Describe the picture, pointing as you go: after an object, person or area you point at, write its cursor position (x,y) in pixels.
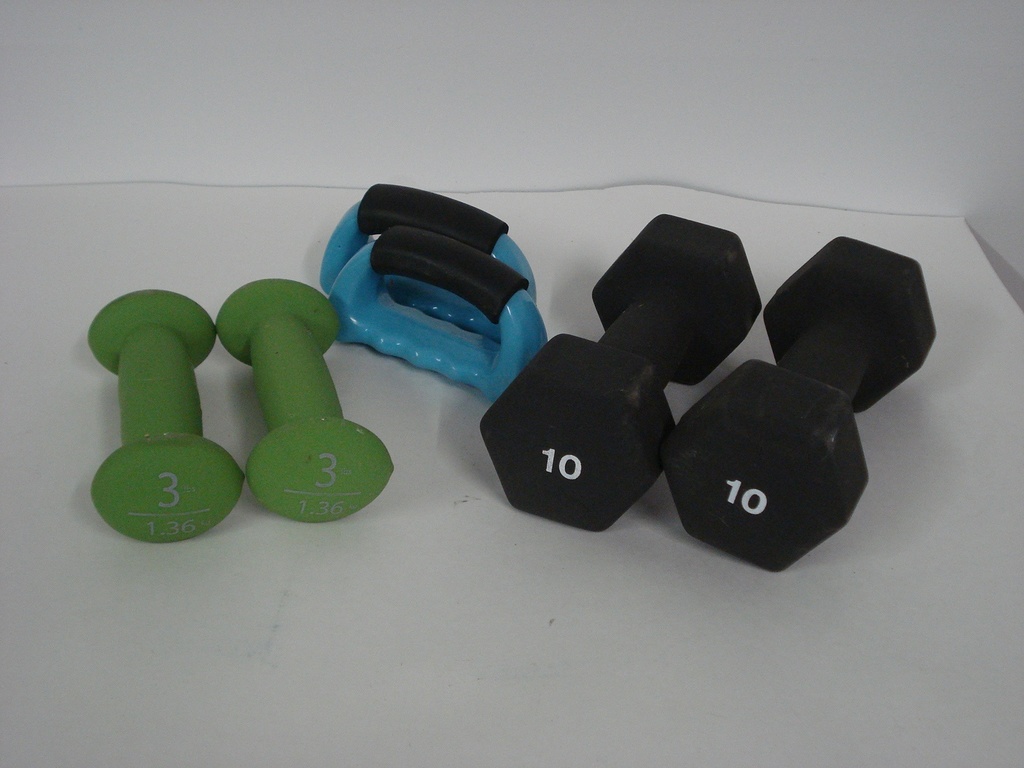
In this image, I can see two pairs of dumbbells (347,474) and a pair of handles (392,320), which are placed on the table (840,554). The background (94,82) looks white in color.
